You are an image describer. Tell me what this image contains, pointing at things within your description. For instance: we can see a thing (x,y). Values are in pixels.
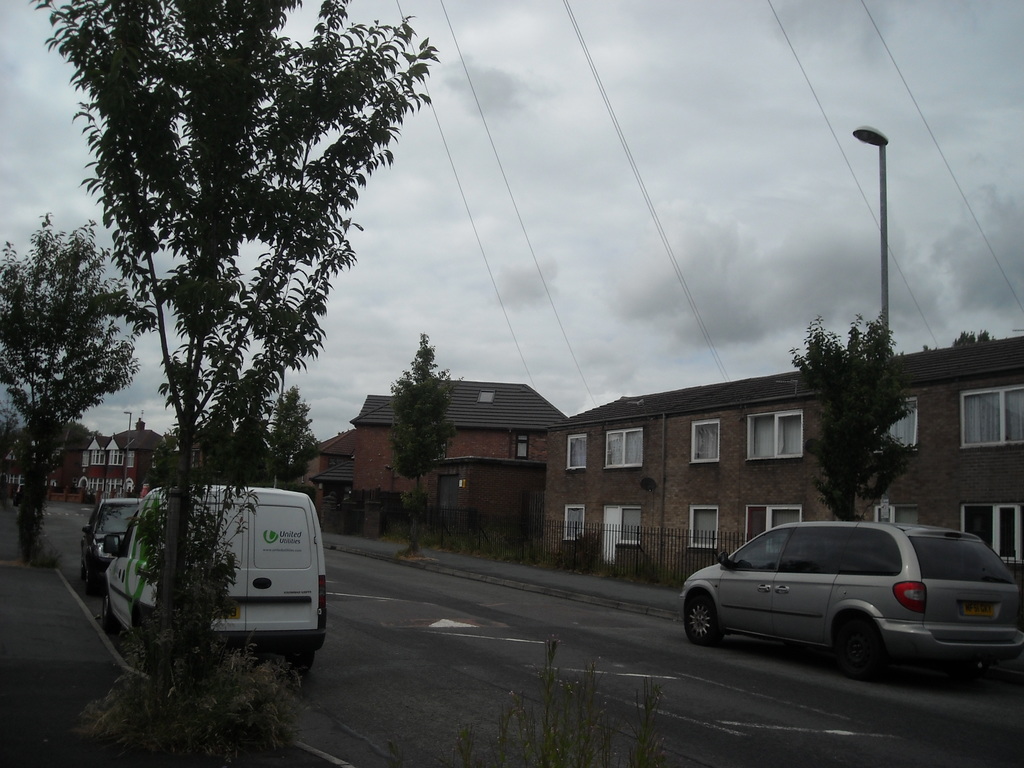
In this image there are a few vehicles (919,585) parked on the road (476,667), at the sides of the roads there are trees (219,478). There are buildings (571,460), in front of the buildings (926,460) there is a railing (531,514), trees (832,505), grass (247,718) and poles (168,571). In the background (571,171) there is the sky (575,270).
